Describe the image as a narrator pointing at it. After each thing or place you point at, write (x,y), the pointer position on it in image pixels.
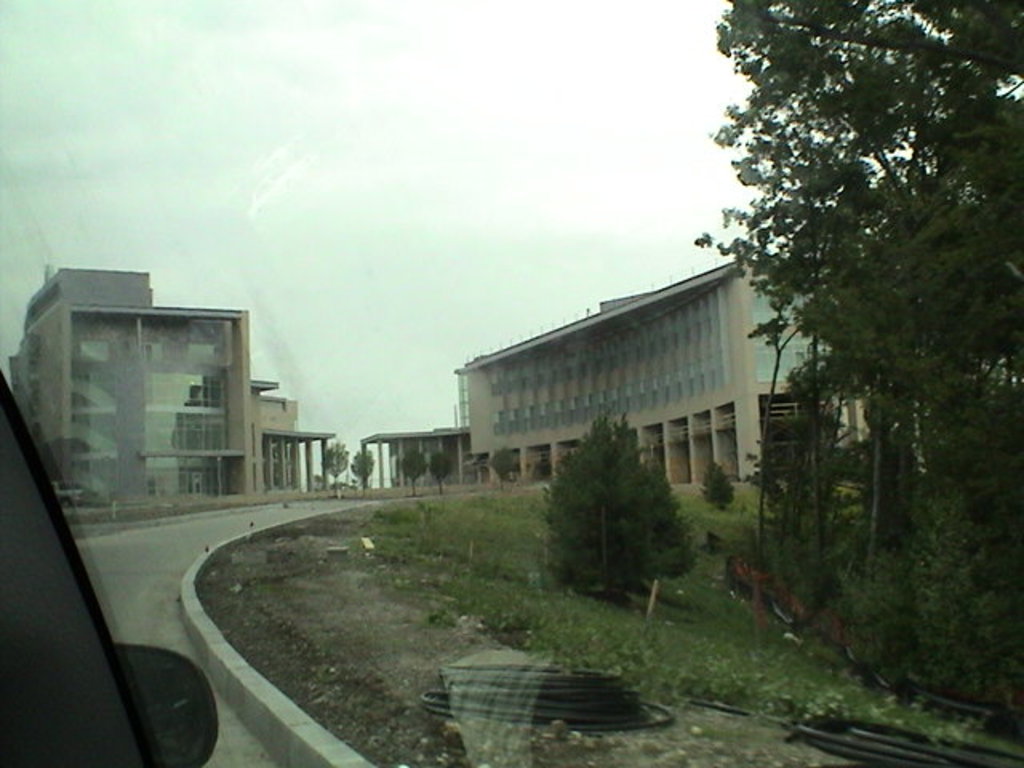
In this image we can see the buildings (647,338), trees (630,459), plants (817,553), grass (479,578) and also the road (182,531). We can also see some other objects (553,685). On the left (44,665) we can see the vehicle (78,653).
